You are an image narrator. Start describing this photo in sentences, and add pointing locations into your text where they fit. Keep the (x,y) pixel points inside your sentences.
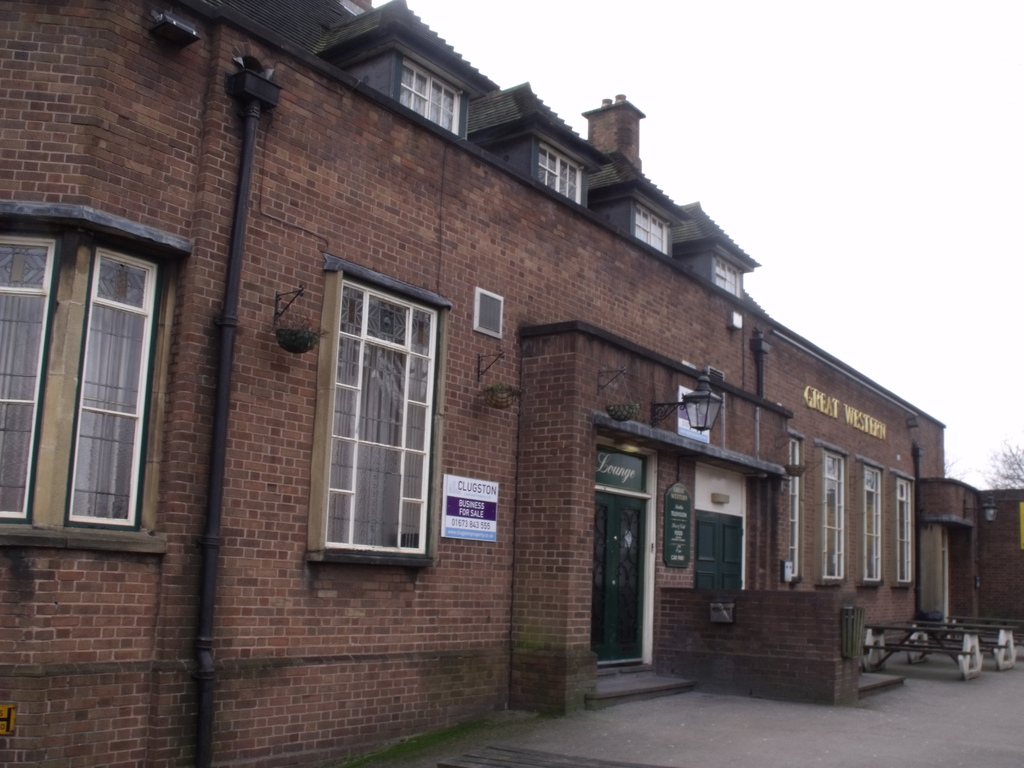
In this image there is a building (352,497) with brick wall (352,637), windows (110,313), door (621,611). On the building (515,515) there are boards (479,514) with something written. In front of the building (872,592) there are some objects (947,630). In the background (767,136) there is sky (756,118). Also there is a lamp (694,408) attached to the wall (666,391). There are pots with stands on the wall (459,380).
